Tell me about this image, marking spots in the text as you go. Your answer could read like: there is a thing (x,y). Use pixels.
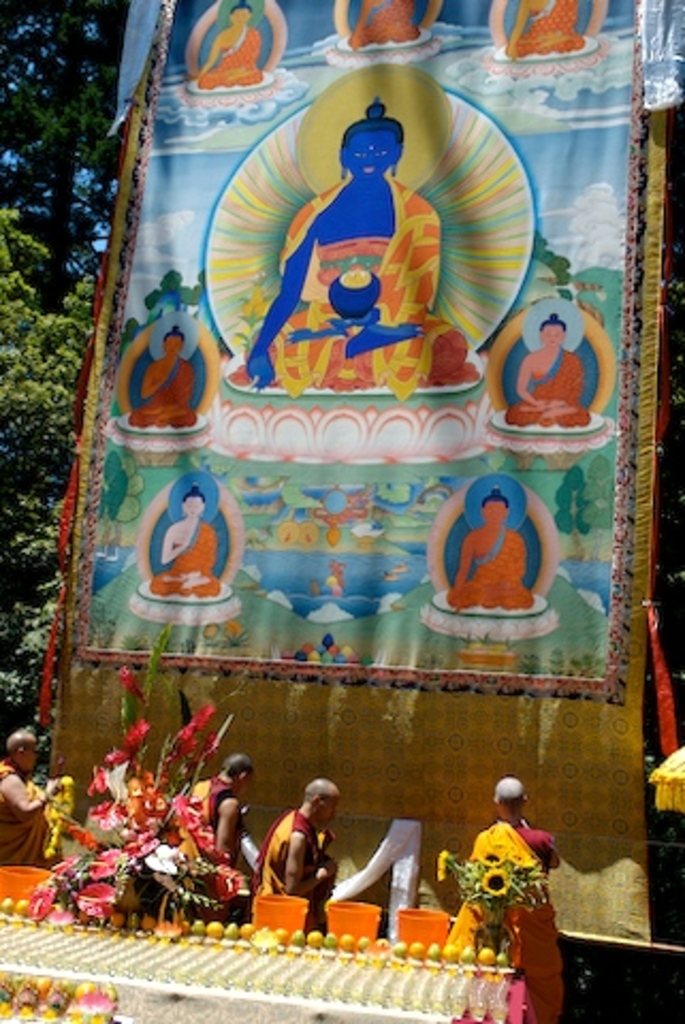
In this image we can see some people (23,806) standing and we can also see banner (356,399), flowers (181,806), trees (97,18) and sky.
